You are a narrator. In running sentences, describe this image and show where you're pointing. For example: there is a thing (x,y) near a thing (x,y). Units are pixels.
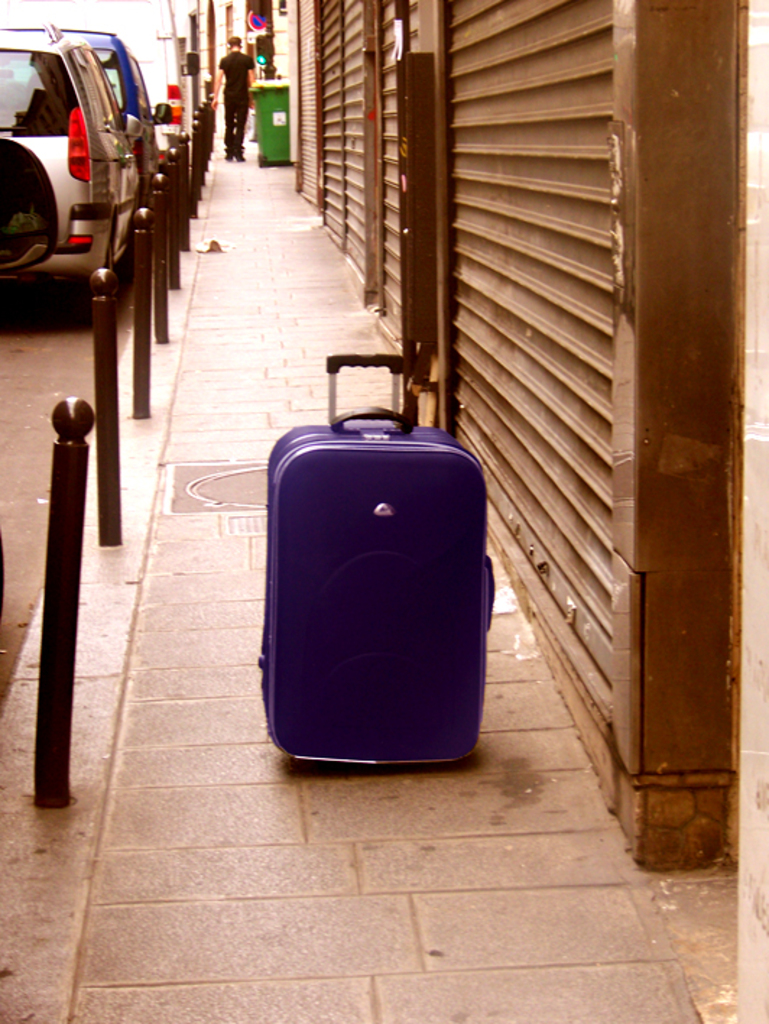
In this picture we can see a suitcase (406,624). There are cars (66,206) on the road (36,287). Here we can see a man (231,41) walking on the footpath (258,296) and this is bin (281,149).
